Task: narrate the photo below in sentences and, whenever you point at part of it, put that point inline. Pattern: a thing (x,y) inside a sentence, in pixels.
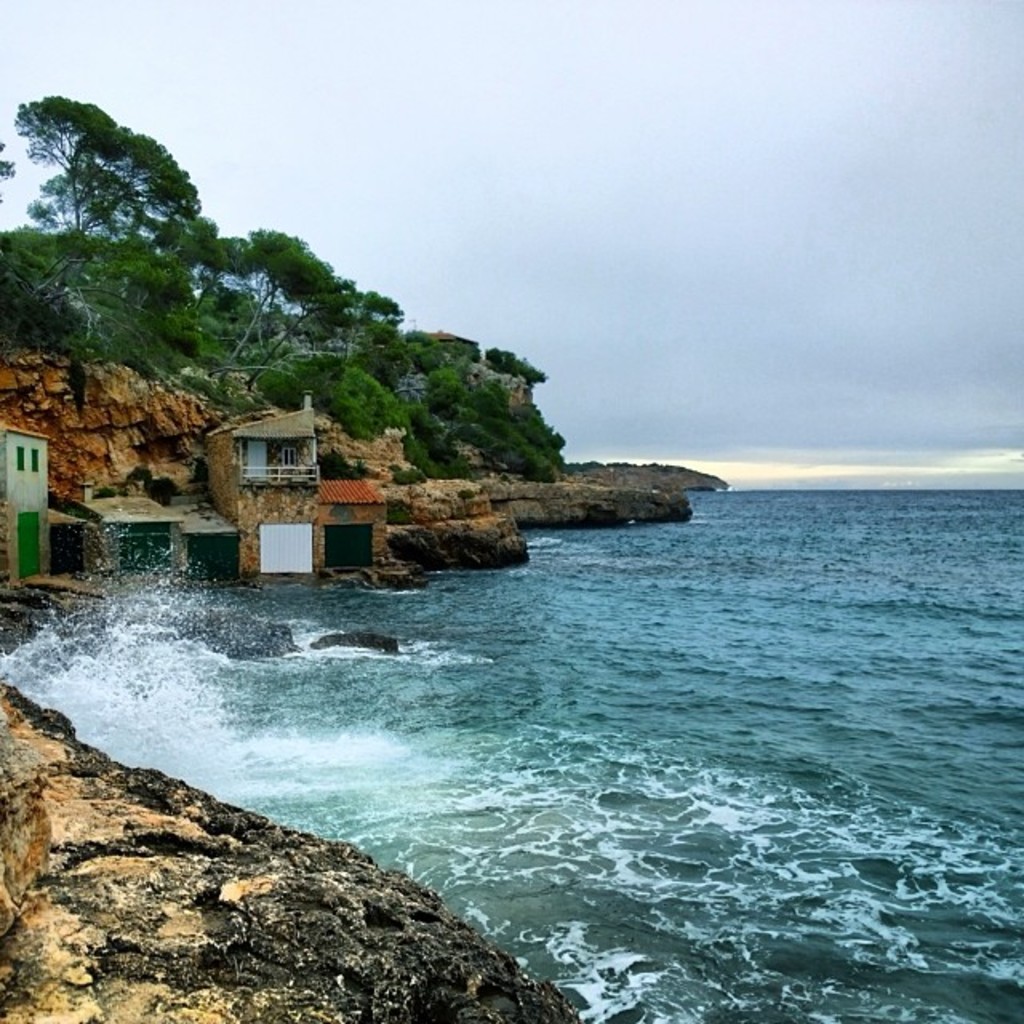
In this image we can see rock hills (584,522), houses (276,467), water (513,660), trees (208,250) and the sky (681,362) in the background (788,301).
